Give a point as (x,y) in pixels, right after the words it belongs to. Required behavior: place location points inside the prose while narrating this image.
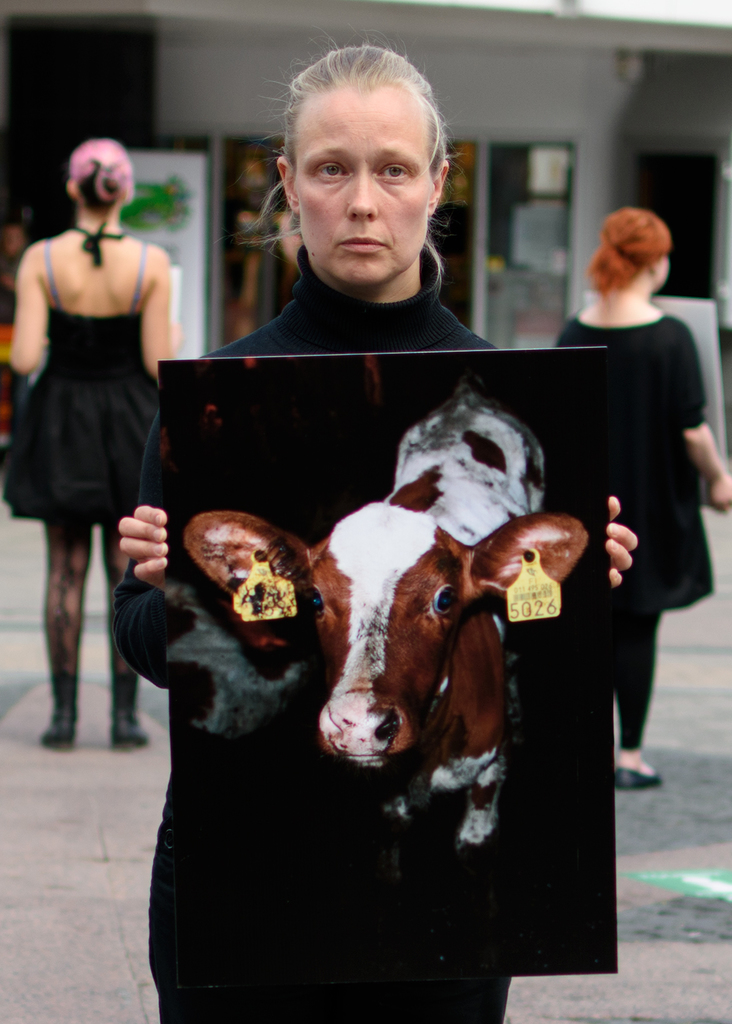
In this picture we can see a few people (658,572) are standing and holding some painted boards (332,784).
